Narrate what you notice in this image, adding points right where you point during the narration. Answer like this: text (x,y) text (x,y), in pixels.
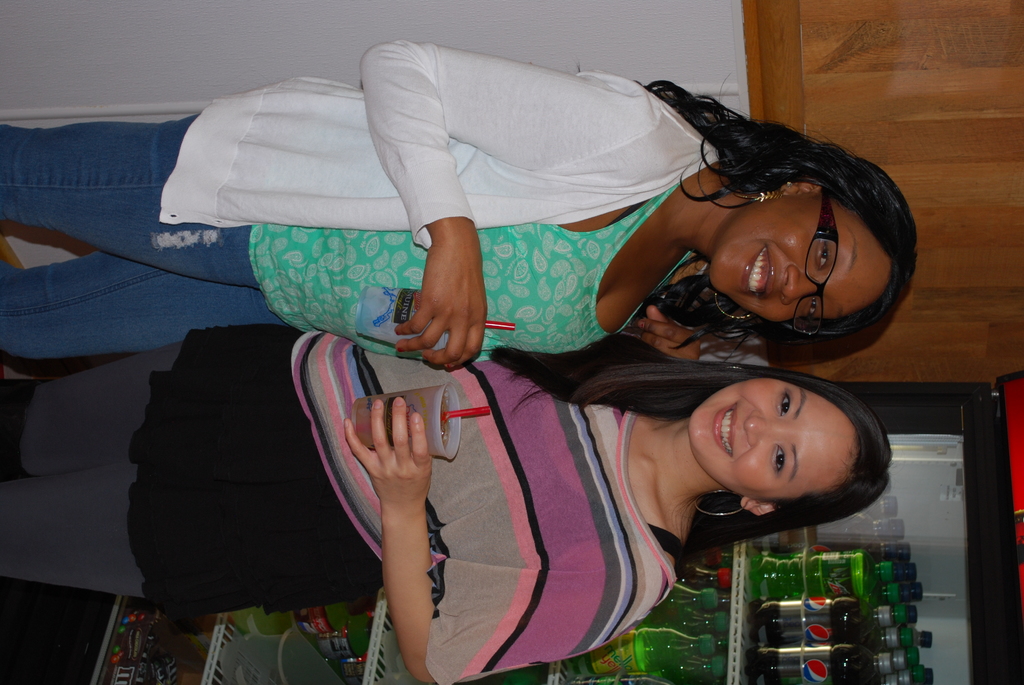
In this image there are persons (655,365) standing and smiling and holding glass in their hands (455,350) and in the background (907,581) there are bottles (848,612) in the refrigerator (934,495) and there is an object (937,134) which is made up of wood (929,87).
